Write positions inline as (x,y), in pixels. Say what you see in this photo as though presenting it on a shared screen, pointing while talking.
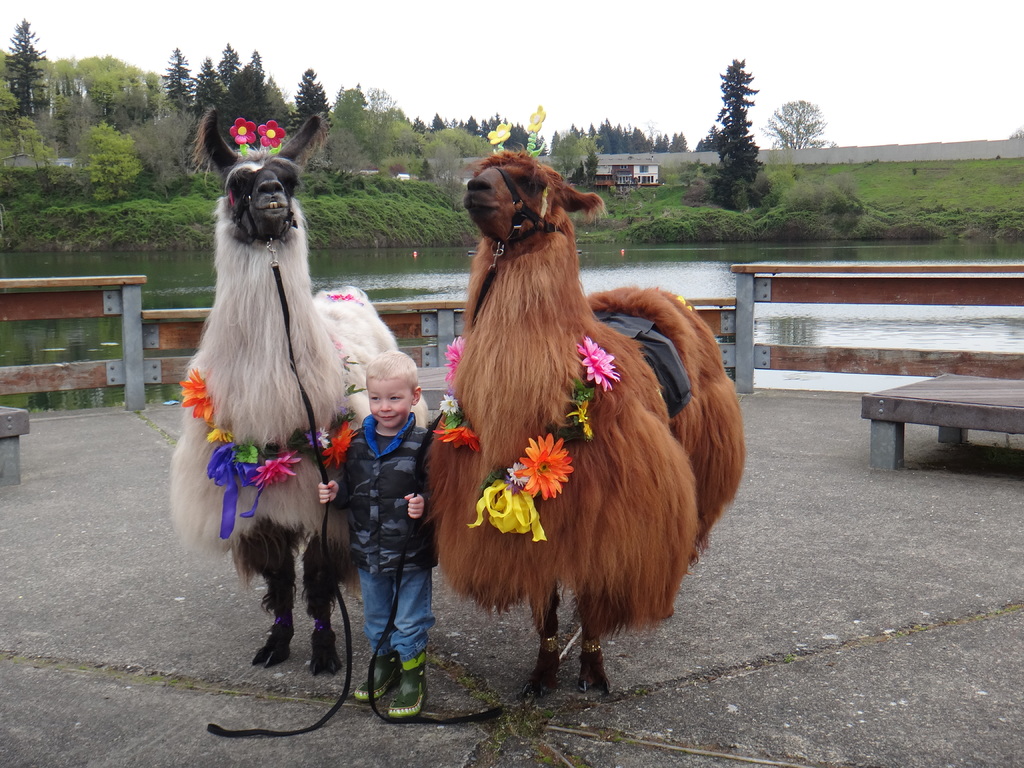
In this picture we can see a boy (380,585) holding animals (344,552) with the leashes (401,570). There are garlands (198,374) on these animals (186,506). We can see the benches (1022,412) on the right (946,407) and left side. There is water (0,325). We can see a few trees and a house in the background (798,187).
